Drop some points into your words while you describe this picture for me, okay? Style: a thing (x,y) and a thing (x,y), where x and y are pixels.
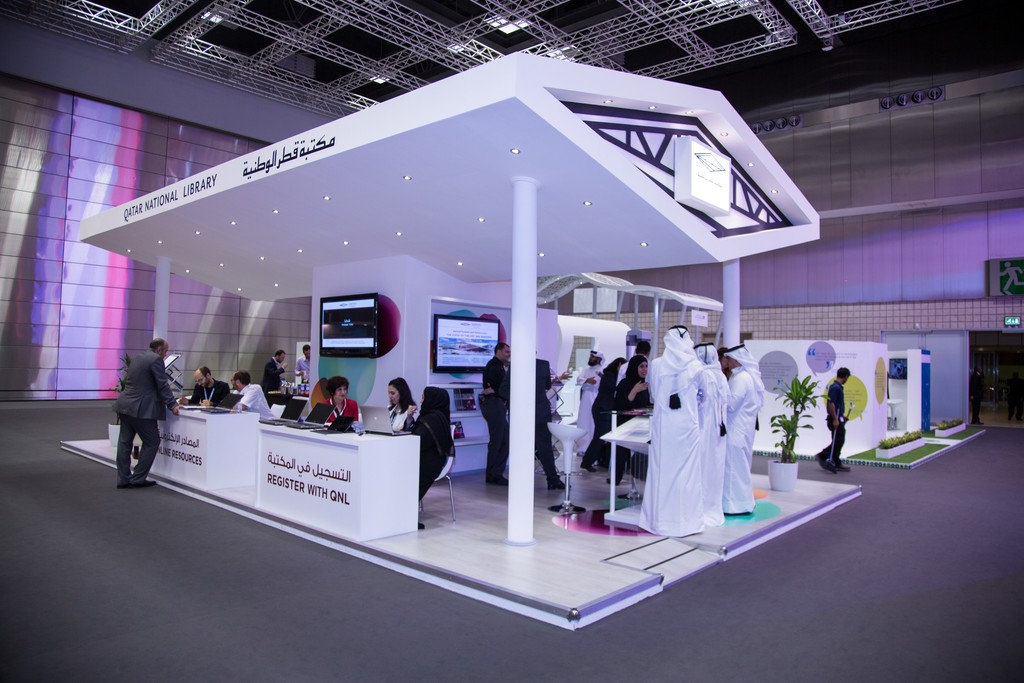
This image is taken indoors. At the bottom of the image (724,634) there is a floor (170,546). In the background (149,180) there are a few walls (871,291). There is a door (947,361). There is a sign board (994,274). At the top of the image (411,28) there is a roof (493,35) with a few lights (507,30) and there are many iron bars (375,13). In the middle of the image (410,359) there is a stall (436,276) with a roof (410,245), walls (437,301) and pillars (736,308). There is a text (177,205) on the wall (872,385). There are two televisions (450,328). There are two tables (252,451) with a few things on them. There are two boards (205,457) with text (189,444) on them. A few people (593,360) are standing on the floor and a few are sitting in the chairs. There is a plant (777,447) in the pot (778,482). A man (843,415) is walking on the floor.
